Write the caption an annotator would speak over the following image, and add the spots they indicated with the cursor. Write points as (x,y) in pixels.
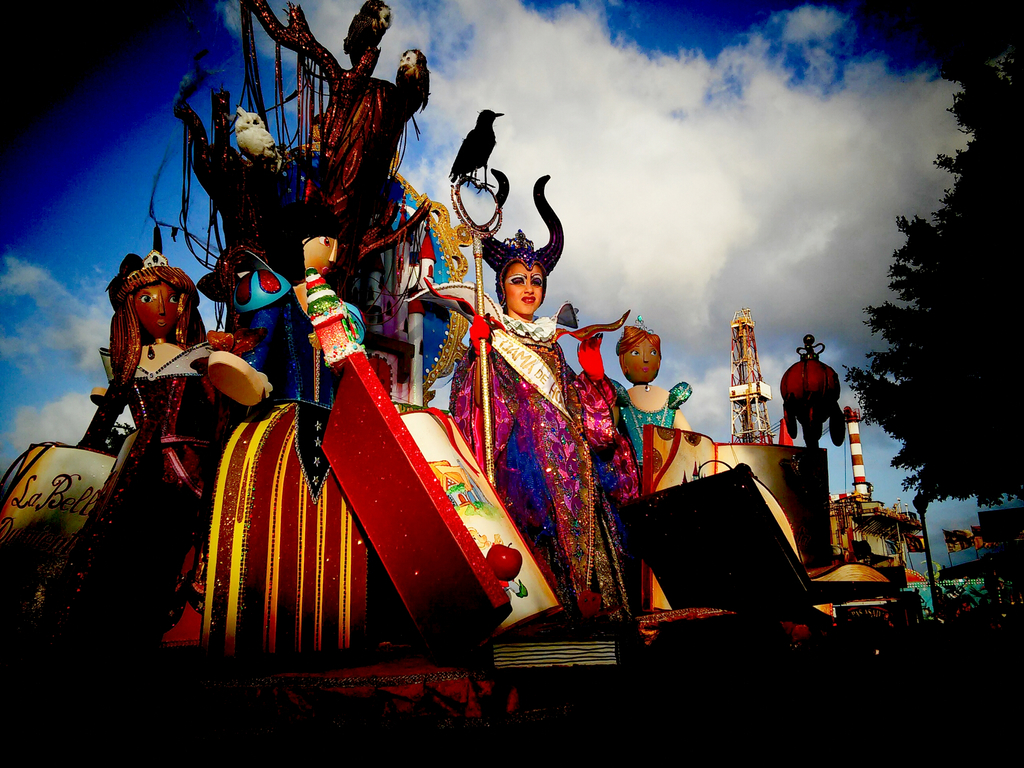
In the picture we can see a cartoon dolls (335,514) and settings (413,636) and some person (477,394) wearing some costume (574,599) near it and in the background (912,397), we can see a tree (906,412) and behind it we can see a sky (592,240) with clouds (507,94).
